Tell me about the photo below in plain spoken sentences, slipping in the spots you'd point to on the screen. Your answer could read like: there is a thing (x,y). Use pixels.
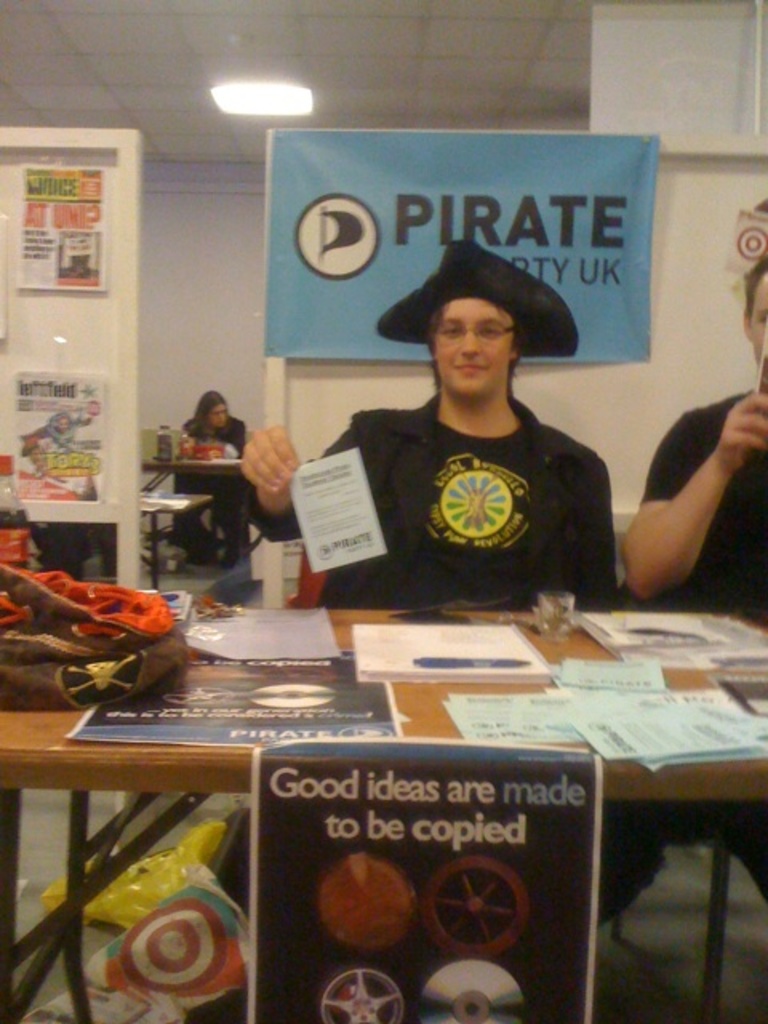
In this image I see a person (389,456) who is wearing a cap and holding a paper (346,559) in hands (287,447). I can also see that there is a table (767,787) and lot of things (758,711) on it. In the background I see a banner (334,137), light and a person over here.
